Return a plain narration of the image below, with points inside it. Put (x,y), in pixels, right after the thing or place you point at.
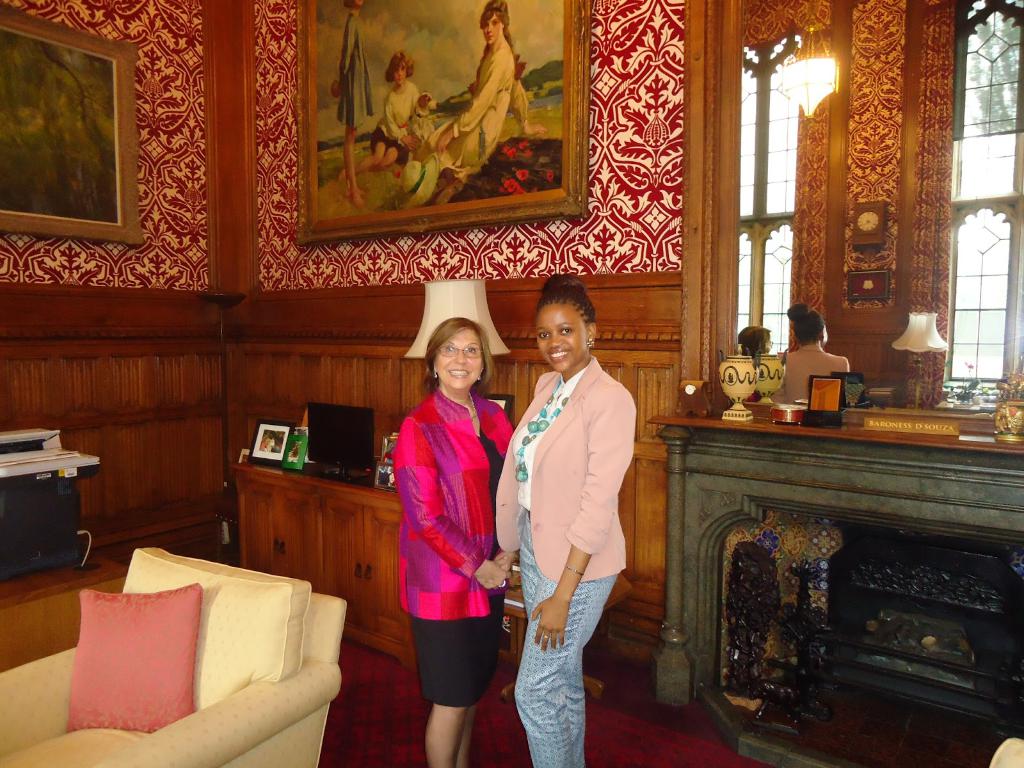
In the image we can see there are women (567,672) standing, there is a chair (15,679) and pink colour cushion (119,658) kept on the chair (287,602). There are photo frames (325,223) kept on the wall (224,450) and there is a monitor (310,459) and table lamp (443,284) kept on the table (297,473). There is mirror (801,330) on the wall (665,389).
